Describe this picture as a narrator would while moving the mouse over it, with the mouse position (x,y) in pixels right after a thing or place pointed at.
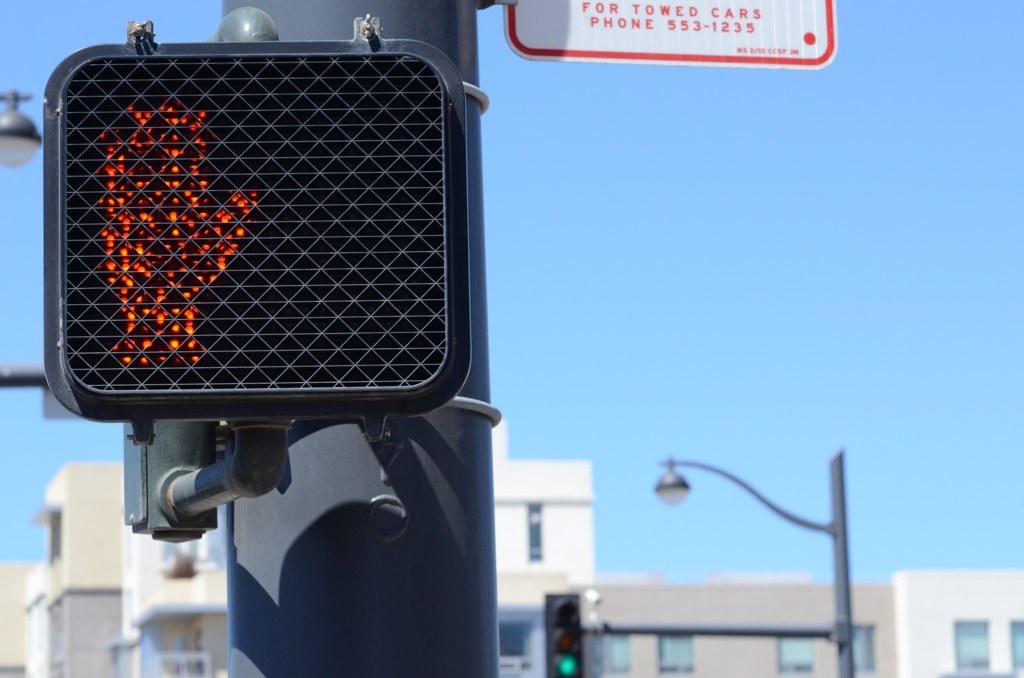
In this image we can see traffic poles (314,487), traffic signals (322,361), street poles (753,490), street lights (729,470), buildings (520,520) and sky (700,196).
